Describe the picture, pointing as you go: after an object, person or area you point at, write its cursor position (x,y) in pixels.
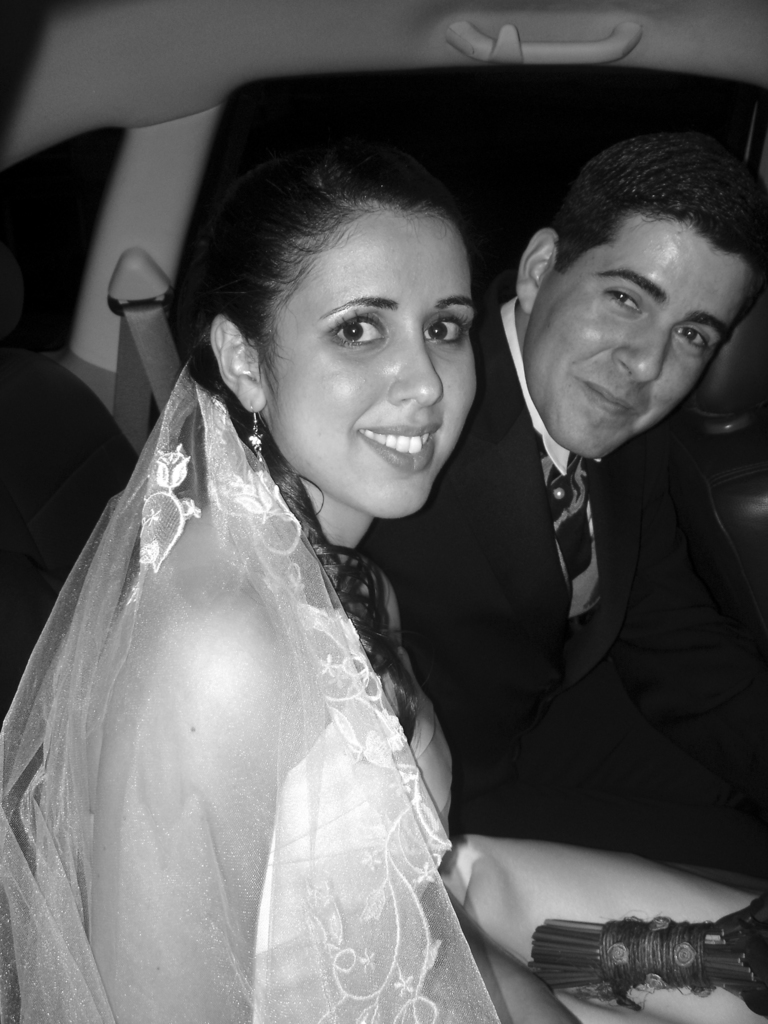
In this image I can see two persons (438,748) are sitting may be in a vehicle (716,390). This image is taken may be on the road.
